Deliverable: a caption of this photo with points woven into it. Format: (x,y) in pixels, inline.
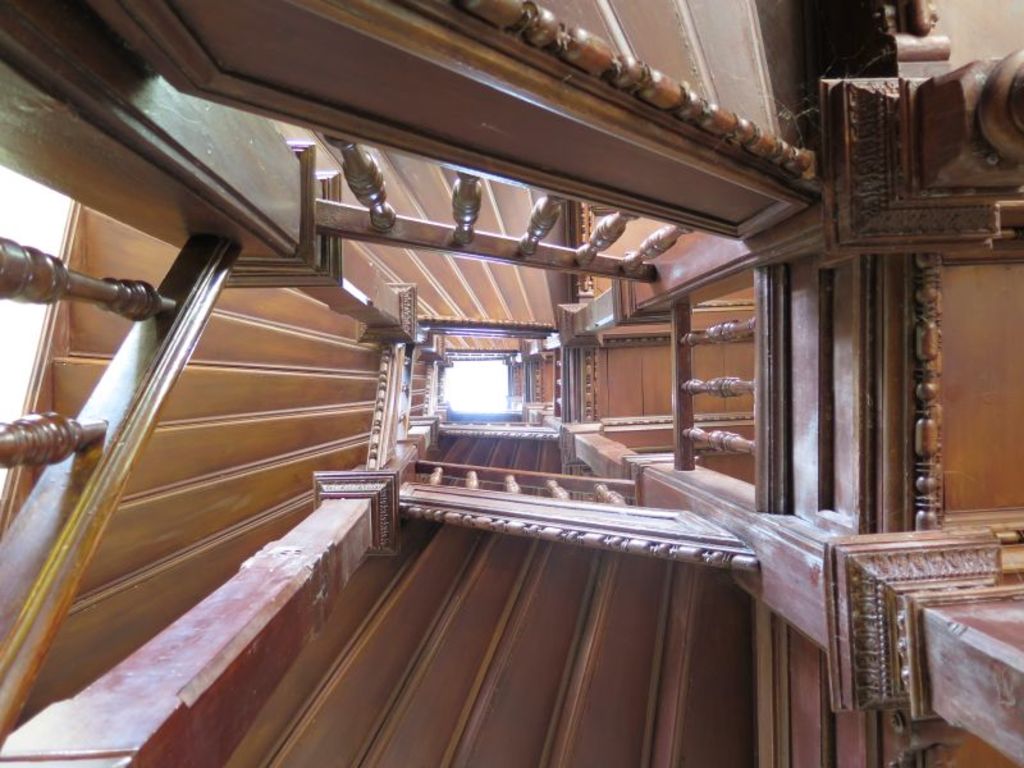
This picture consists of wooden staircase (654,150) visible.
